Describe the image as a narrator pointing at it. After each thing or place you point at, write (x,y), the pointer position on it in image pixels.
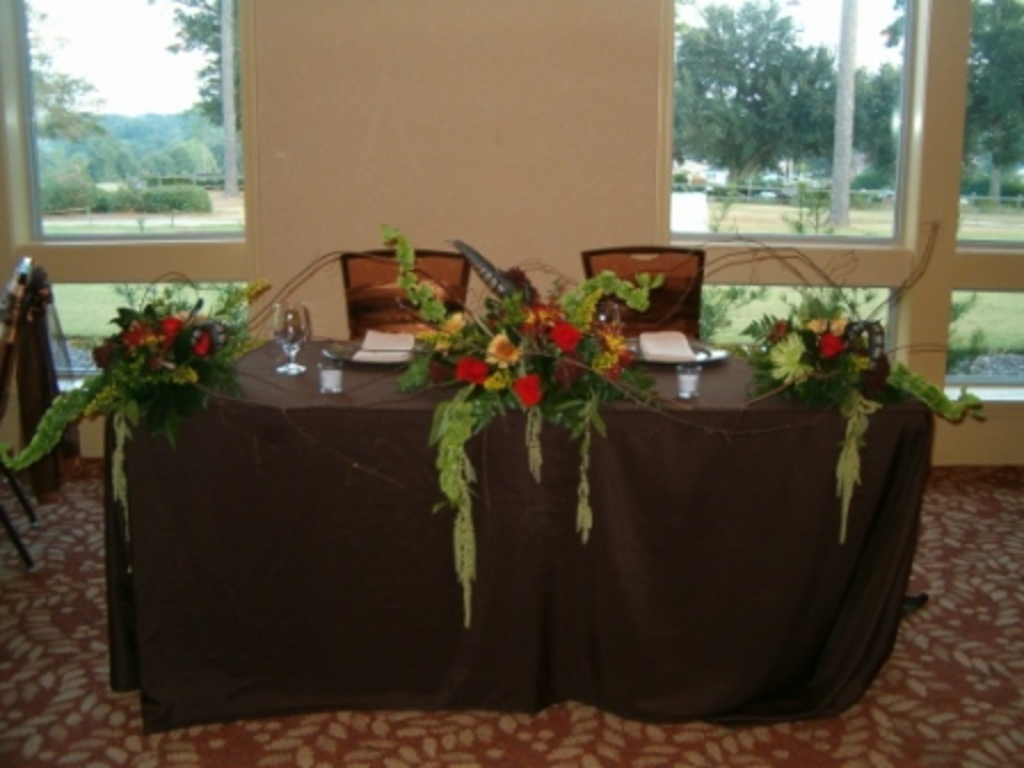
In this image I can see the bouquets (471,418), glasses (328,377) and few more objects (686,386). These are on the table (673,385). I can also see the chairs (400,322). To the left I can see an another chair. In the background (212,290) I can see the glass wall (687,164). Through the glass (131,186) I can see many trees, poles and the sky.
